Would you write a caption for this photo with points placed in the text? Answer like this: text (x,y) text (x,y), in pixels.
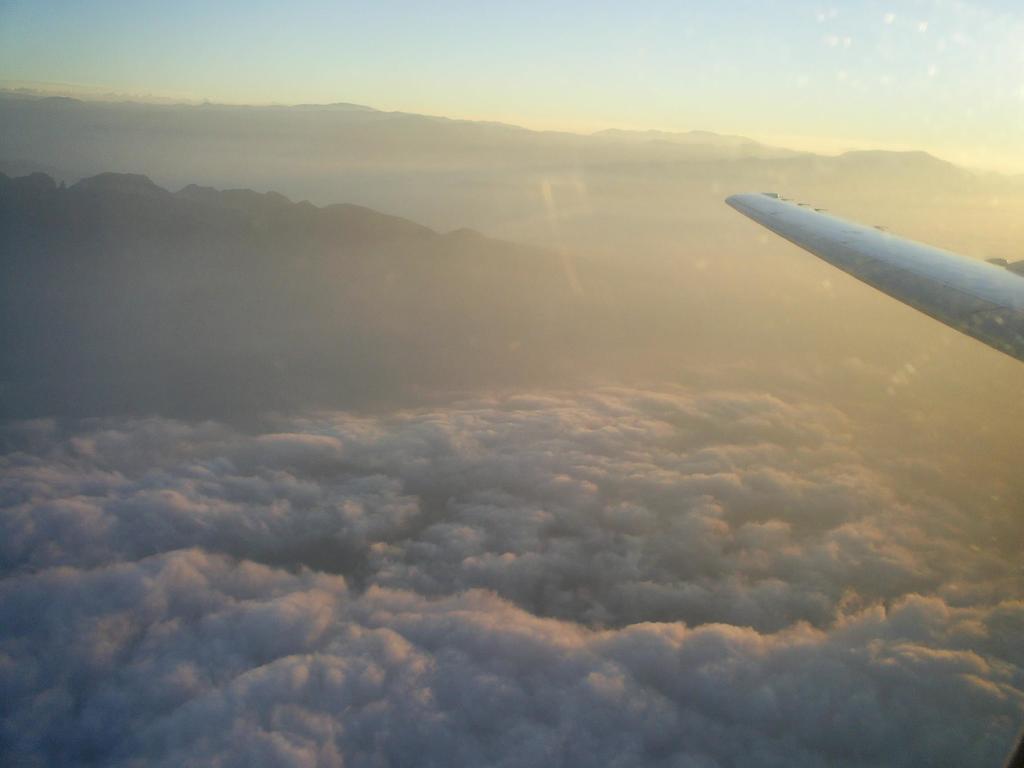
In the image I can see the view of a place from the plane (810,251) from which we can see some mountains (987,203) and clouds (504,503).
